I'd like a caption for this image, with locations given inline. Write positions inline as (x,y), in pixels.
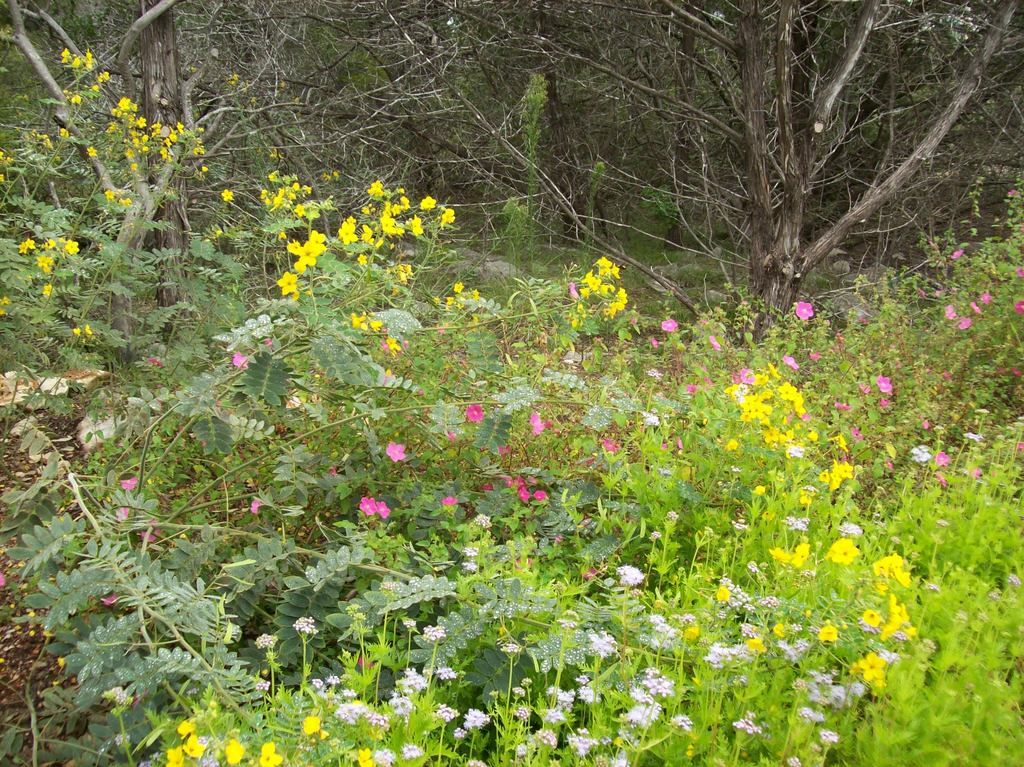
In this image I can see few plants (537,517) which are green in color and to them I can see few flowers (802,548) which are purple, yellow and pink in color. In the background (801,82) I can see few trees (856,90).
